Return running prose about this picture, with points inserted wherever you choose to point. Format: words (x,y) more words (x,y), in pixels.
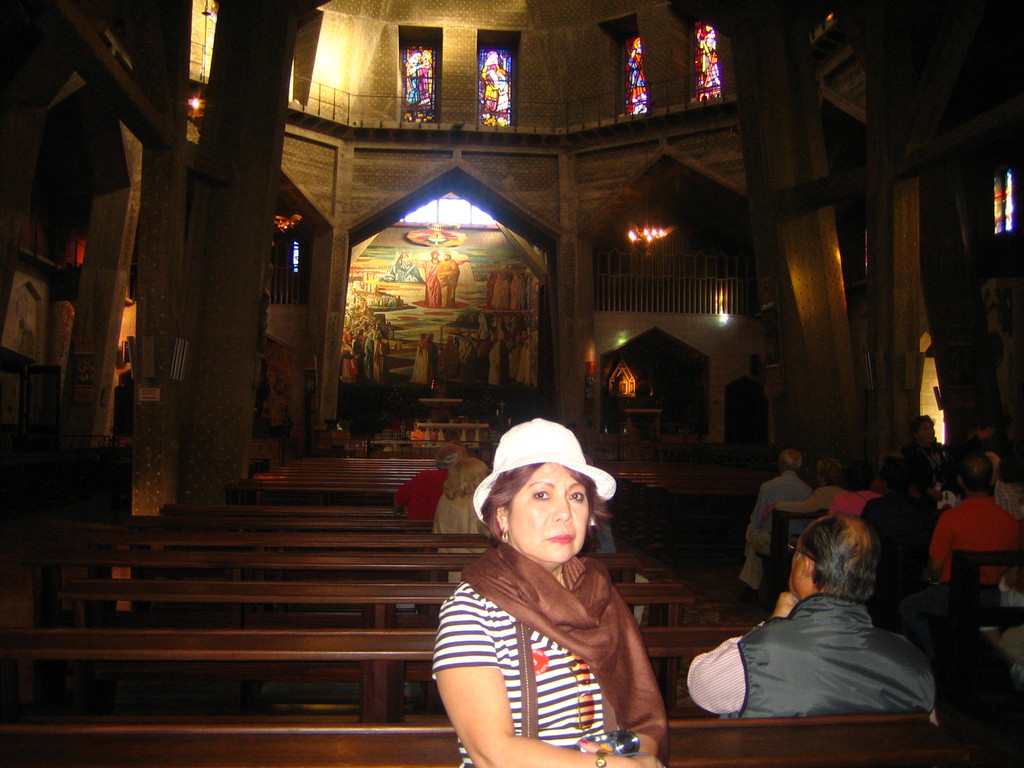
Picture inside of a building (599,63). These are windows (429,72) and pillars (225,311). People (836,517) are sitting on benches (678,636). Painting (426,334) is on the wall (574,376).
